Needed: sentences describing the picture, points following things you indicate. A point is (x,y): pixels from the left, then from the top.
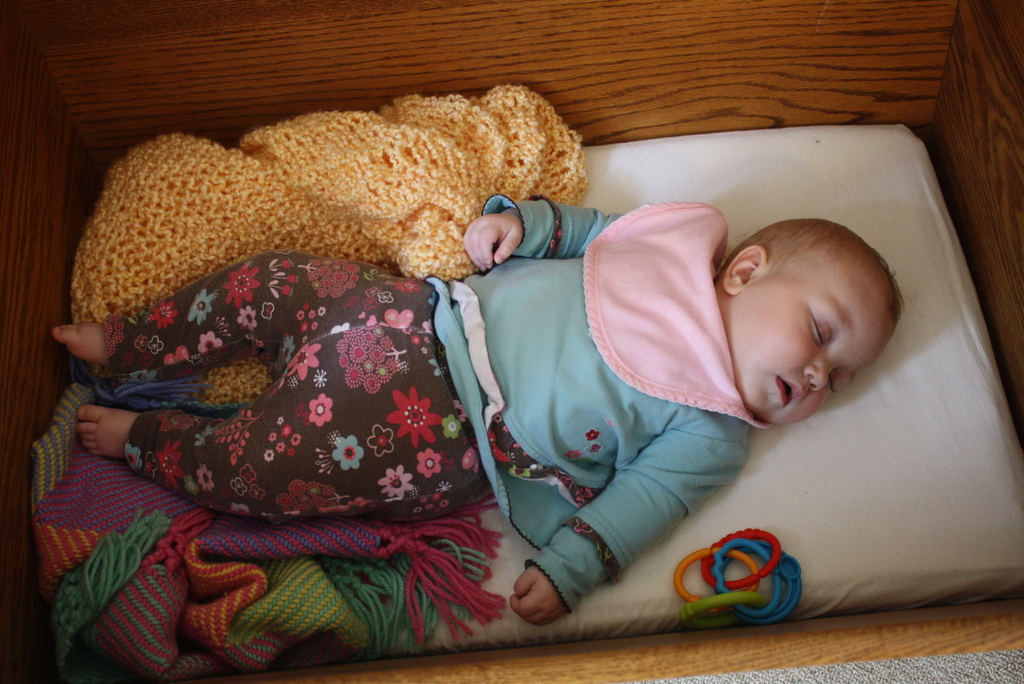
In this image in the center (442,368) there is one baby (634,414) who is sleeping on bed (852,385), and under the baby (263,513) there are some blankets (398,548) at the bottom (708,620) there is one toy (696,598).
